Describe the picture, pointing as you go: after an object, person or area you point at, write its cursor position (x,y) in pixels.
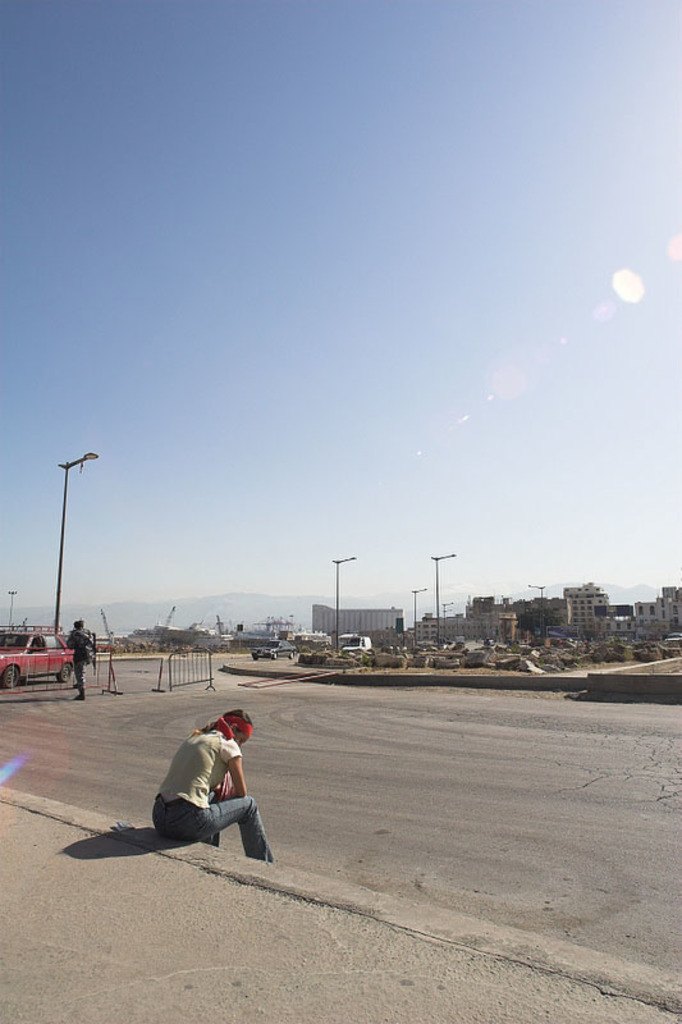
In this picture I can see there is a woman (238,802) sitting on the walk way (202,856) and there is a road (143,696) here. In the backdrop (56,648) there is a car (43,650) parked on the road (480,736) and there are buildings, rocks (454,655) and a person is standing here and there is a car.
